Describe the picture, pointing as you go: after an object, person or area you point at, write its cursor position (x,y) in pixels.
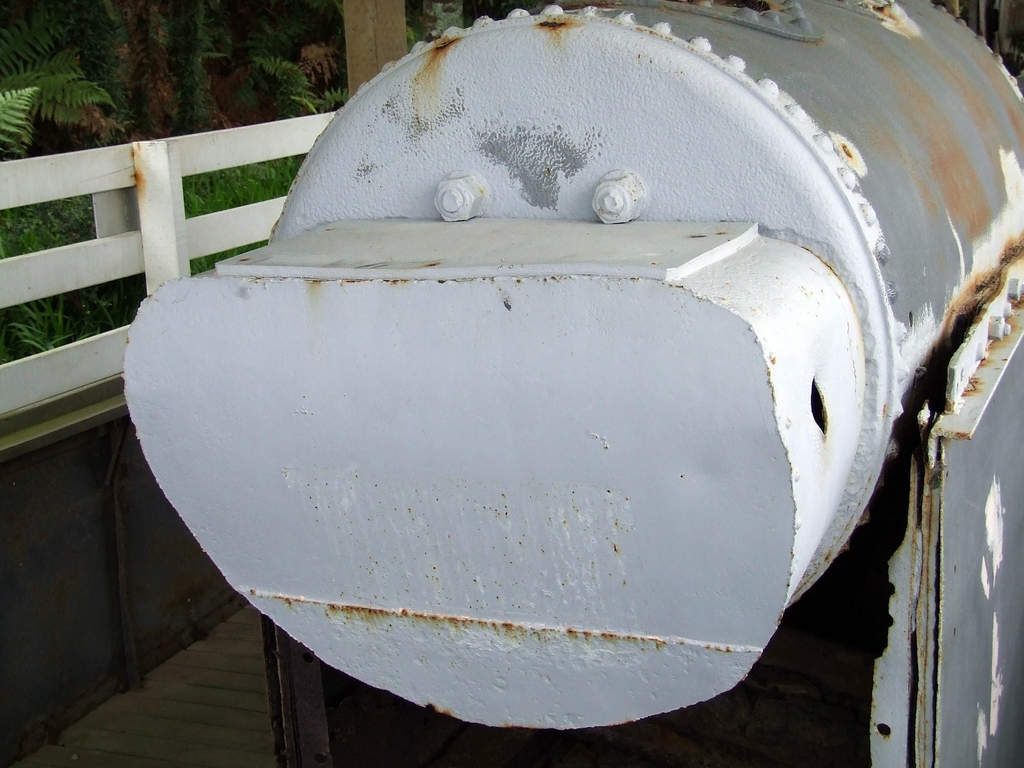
There is a white cylindrical metal object (625,233). It has nuts (451,213) and bolts (622,213). There is a white fence (79,253) at the left (183,267) and there are trees (170,118) behind it.
